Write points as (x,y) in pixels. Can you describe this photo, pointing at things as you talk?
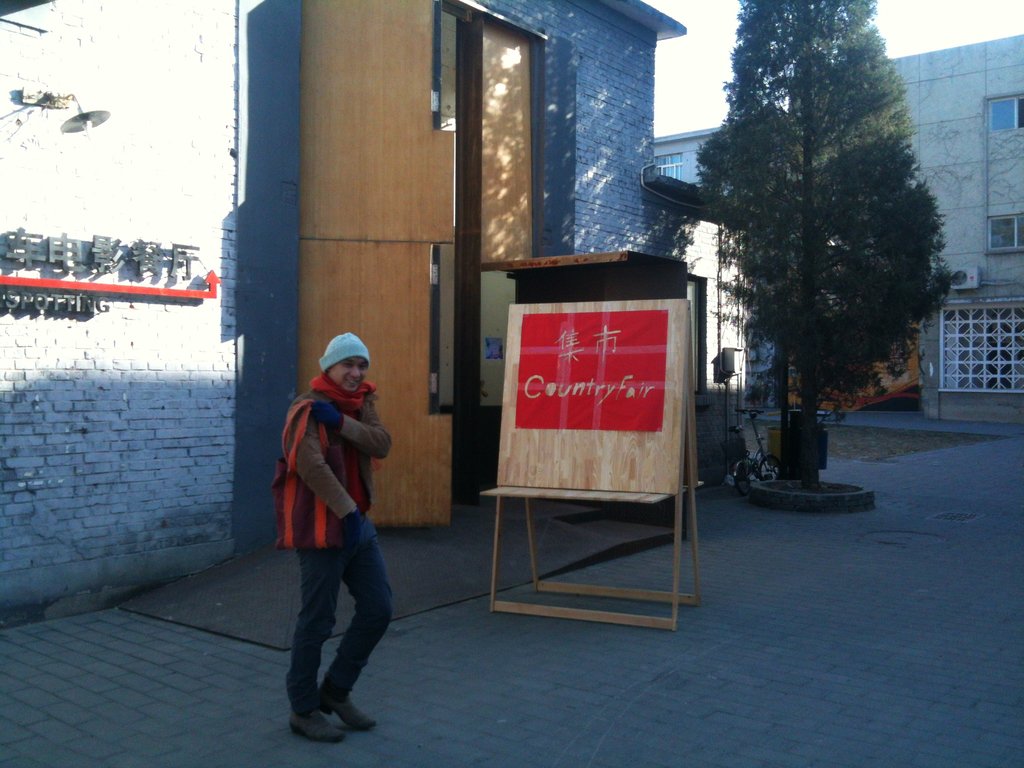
This picture shows a man (355,614) Standing on the sidewalk (140,761) and he wore a cap (342,352) on his head (345,379) and we see smile on their faces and we see buildings (363,216) and a tree (839,275) and we see a wooden board (654,304) with a poster (565,418) on it and we see text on the wall (189,388) of a building (126,298).
